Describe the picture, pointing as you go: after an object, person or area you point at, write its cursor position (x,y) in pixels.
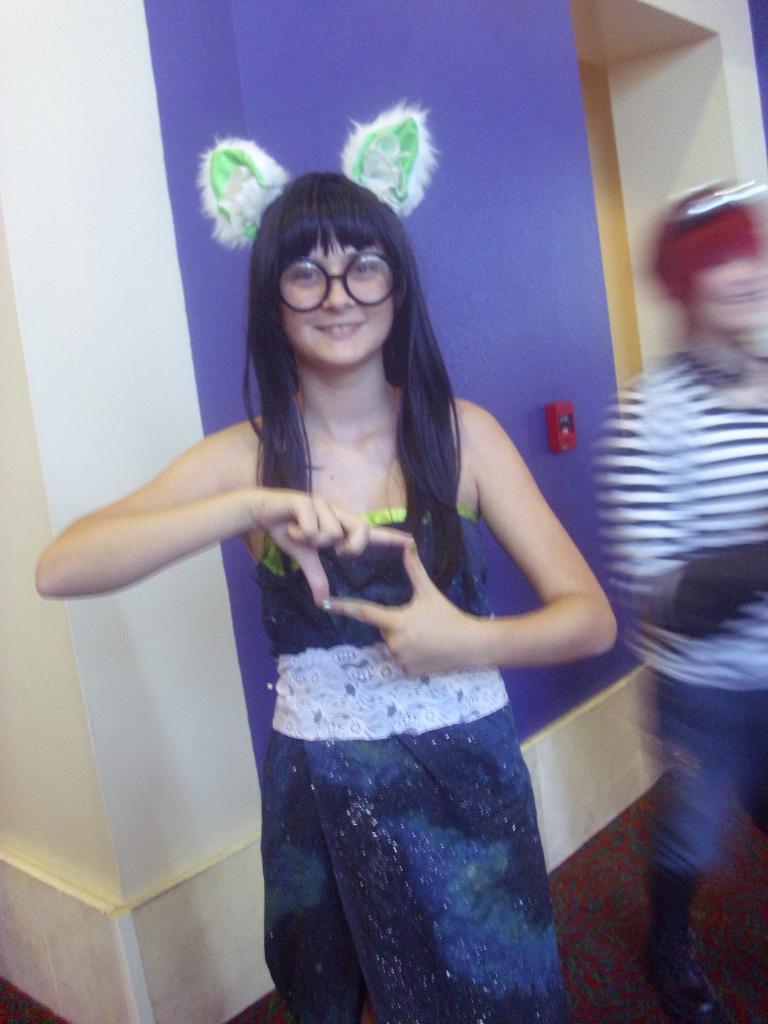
In this image we can see persons (708,733) standing on the floor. In the background (225,55) we can see power switch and walls (437,95).
